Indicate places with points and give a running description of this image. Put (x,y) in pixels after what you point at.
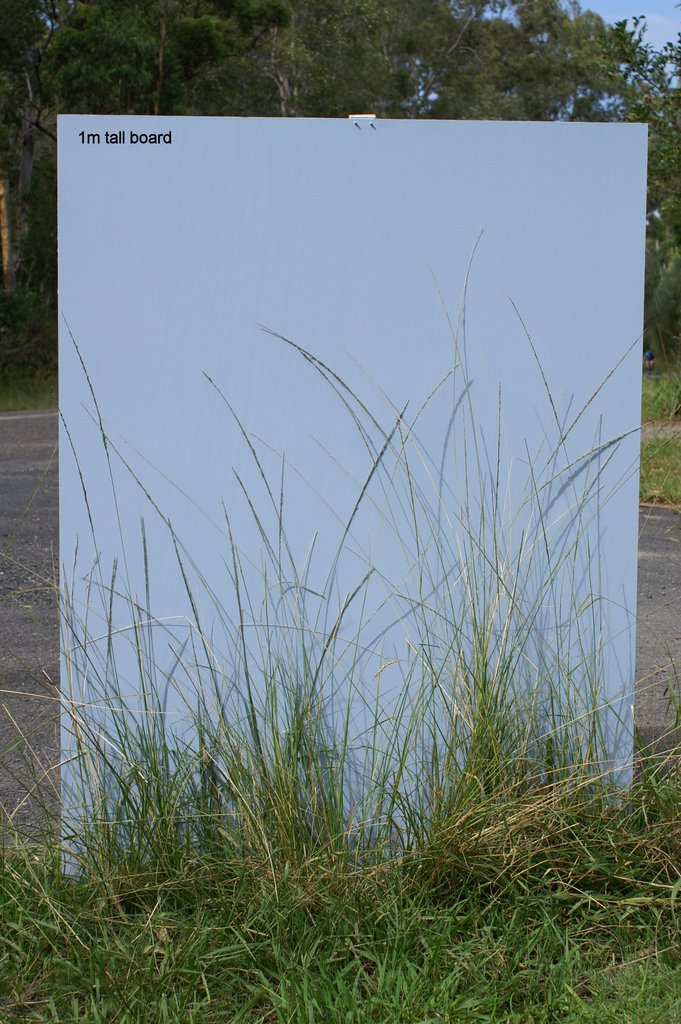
In this picture we can see grass (578,907) at the bottom (567,911), there is a white color board (277,273) in the middle (279,349), in the background (107,84) there are some trees (502,66), we can see the sky (653,43) at the right top of the picture (656,29).
